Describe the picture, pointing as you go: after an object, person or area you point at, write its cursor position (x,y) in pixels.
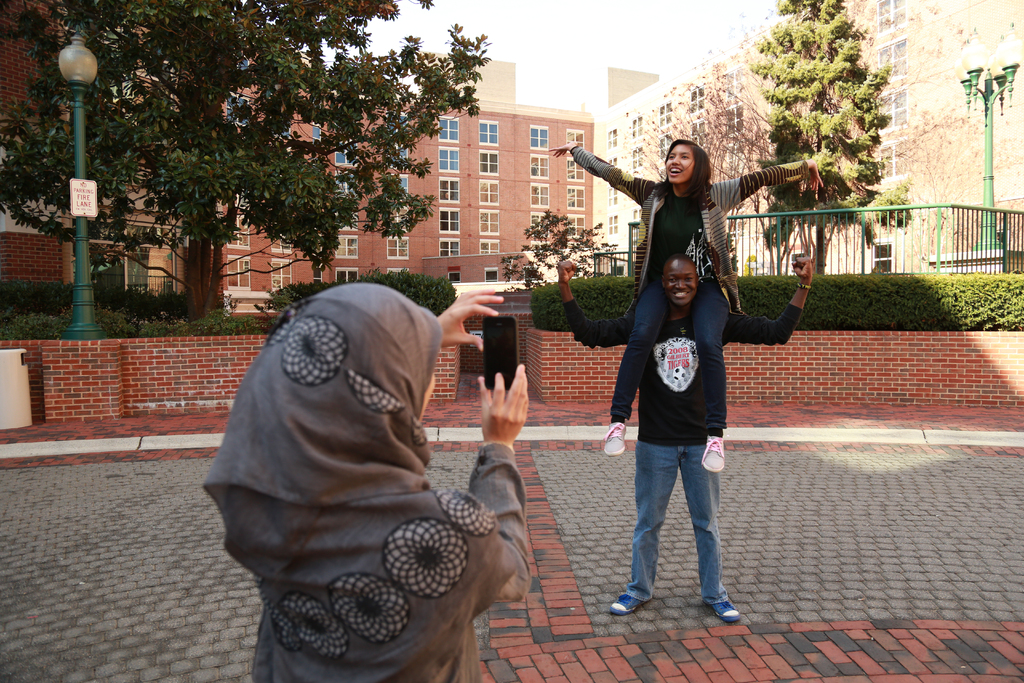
A man (680,288) is carrying a woman (710,380), here a woman (441,570) is holding phone (500,354), here there are buildings (483,193) and trees (223,235).
